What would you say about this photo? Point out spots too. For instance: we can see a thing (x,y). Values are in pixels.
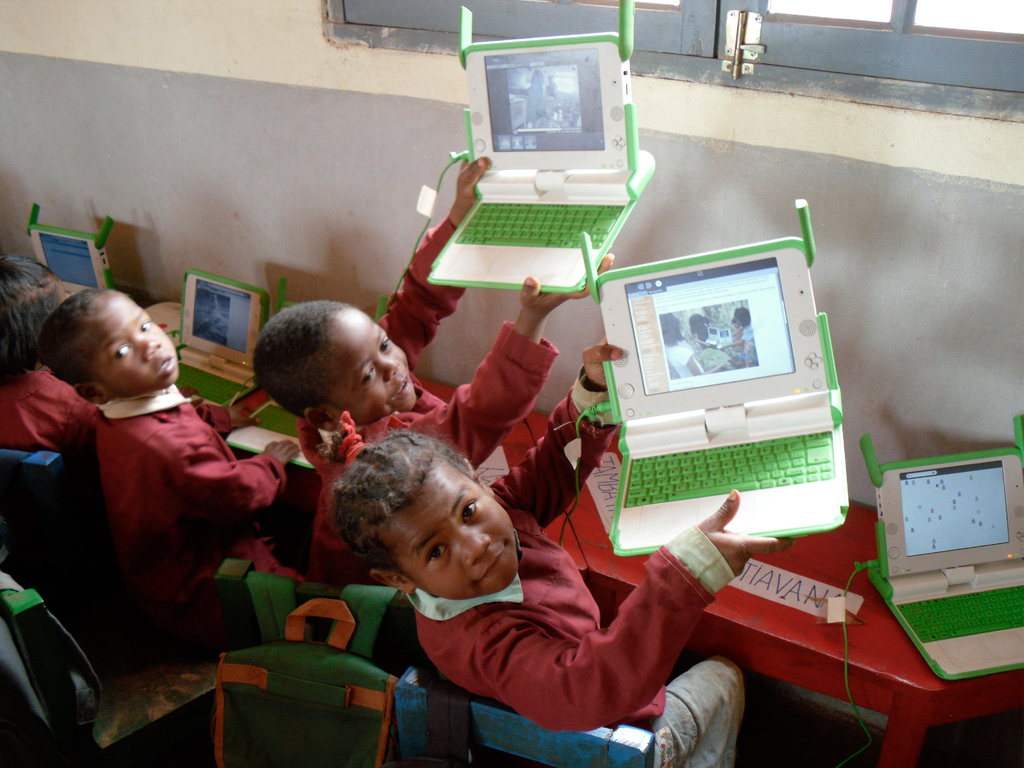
In this picture I can observe some children (276,443) sitting in the chairs (15,457) in front of a table (578,512). Some of them are holding laptops (514,272) in their hands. I can observe some laptops (888,575) on the table (883,618). In the background (93,53) there is a wall (93,53) and a window (891,42).
